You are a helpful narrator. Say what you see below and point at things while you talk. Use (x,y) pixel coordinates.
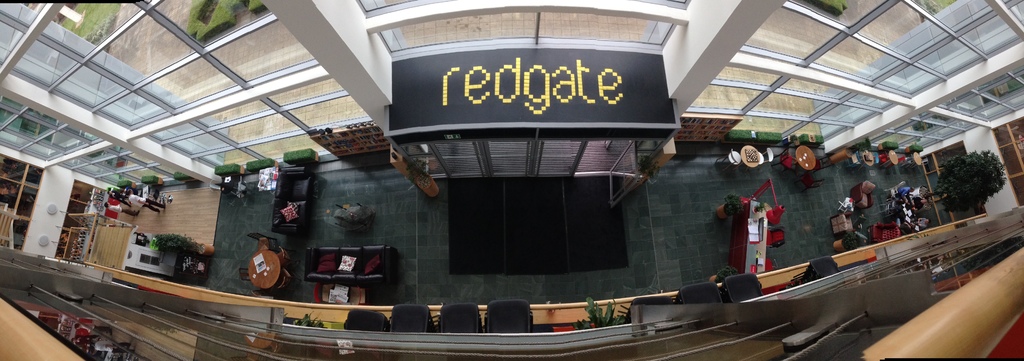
In this image I can see the inner part of the building (521,279). To the left (313,261) I can see the couch (346,279), table (266,266), chairs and few people (148,198) standing. To the right (739,254) I can see the flower pots (724,206), tree (942,183), tables (757,201), chairs (843,222) and I can see few are sitting on the chairs (858,205). To the side of these people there is a glass wall (206,132) and I can see the name red-gate (466,92) is written on the building (488,96). I can also see the railing (308,333) in the front (682,317).
